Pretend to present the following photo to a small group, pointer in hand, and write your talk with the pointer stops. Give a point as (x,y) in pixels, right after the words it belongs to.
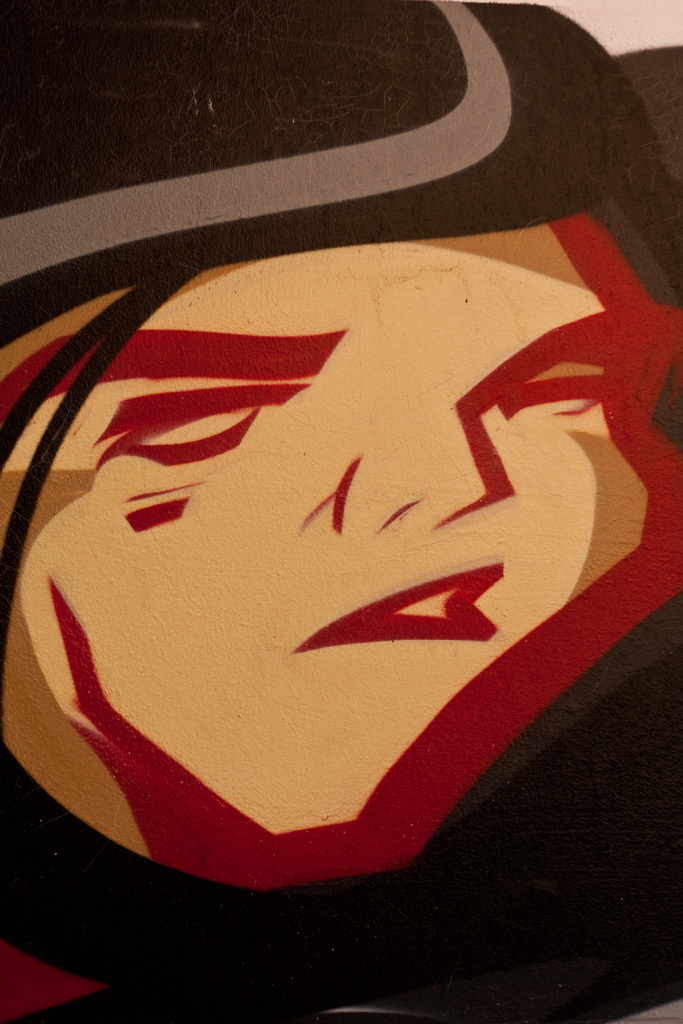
In this image there is a painting (316,362) of a person (302,366) having a hat (358,210).
